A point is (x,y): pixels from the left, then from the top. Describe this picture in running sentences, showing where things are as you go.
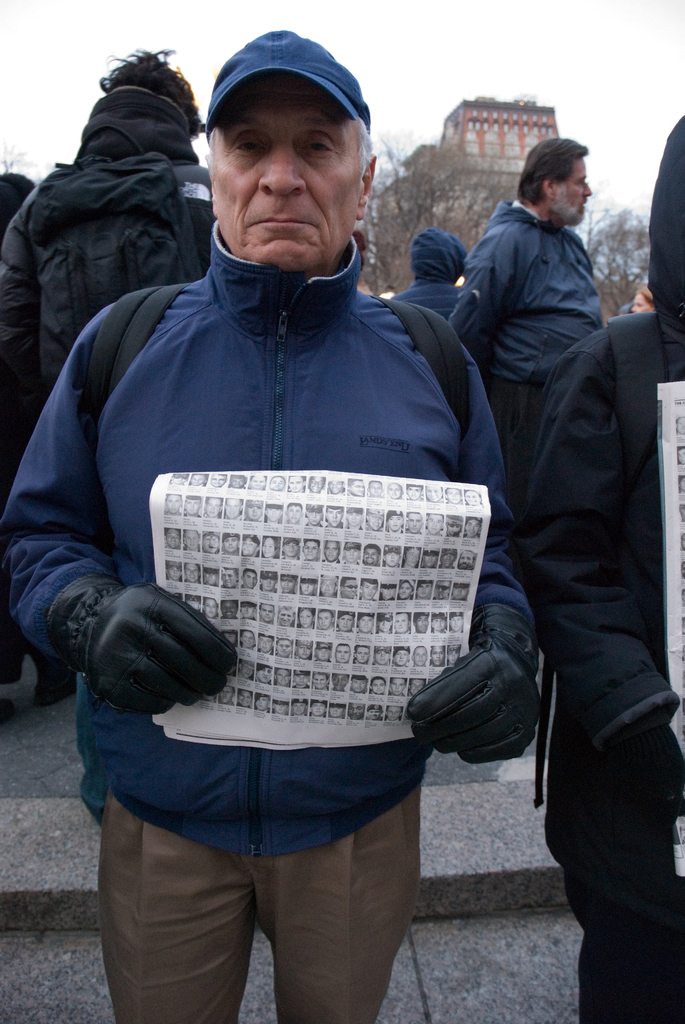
In the foreground of the picture (353,822) there is a person (216,383) wearing a jacket (290,458) and holding a paper (350,548). On the right (667,830) there is another person (639,705) standing and holding paper (680,506). In the background (123,203) there are people (174,92), trees (395,220) and building (482,103). Sky (460,55) is cloudy.
